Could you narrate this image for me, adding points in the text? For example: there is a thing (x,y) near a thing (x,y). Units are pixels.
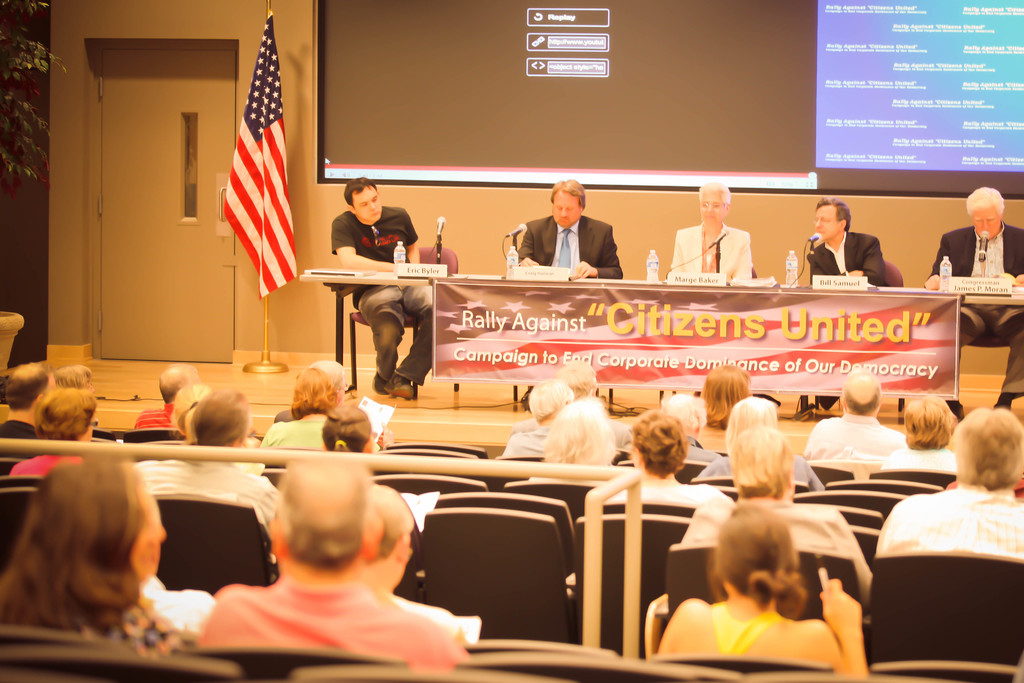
In the image there are few people (686,234) sitting on chairs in front of table (365,276) with mics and water bottles (655,258) on it in front of a screen (523,111) with a flag (287,247) on the left side (262,163) and in the front (298,391) there are many people (400,626) sitting on chairs (1015,668) staring at the stage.
